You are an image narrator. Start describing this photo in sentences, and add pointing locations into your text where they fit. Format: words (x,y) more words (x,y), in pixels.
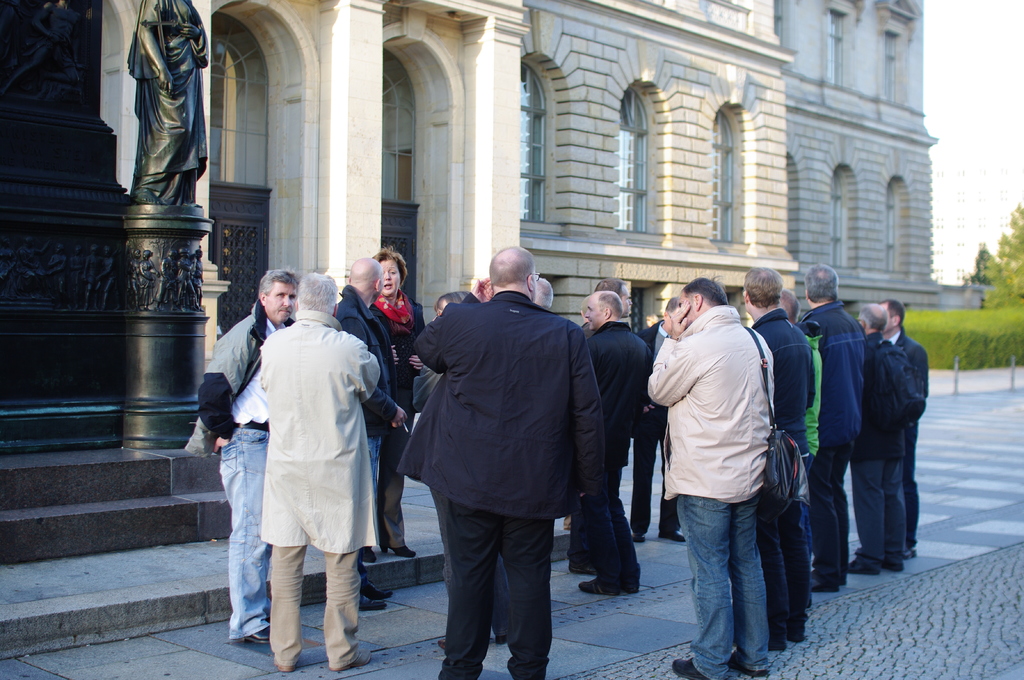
In this image we can see people (855,430) are standing on the floor (410,507). Here we can see a statue (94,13), building (825,92), windows (216,107), plants (914,330), trees (1016,257), and sky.
